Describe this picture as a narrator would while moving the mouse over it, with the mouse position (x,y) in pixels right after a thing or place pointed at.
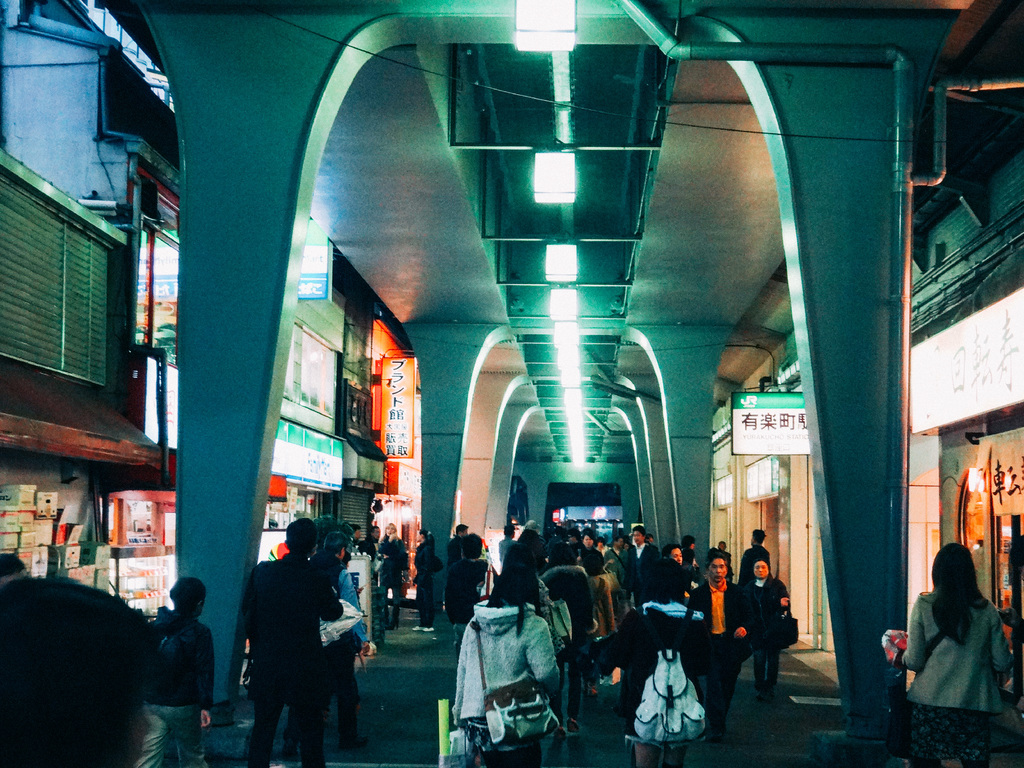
This image consists of many people (537,591) walking on the road (425,691). On the left (186,556) and right, we can see the pillars (835,379). At the top (552,194), there are lamps (554,307). And we can see many buildings (49,338). At the bottom (374,696), there is a road (415,751).
